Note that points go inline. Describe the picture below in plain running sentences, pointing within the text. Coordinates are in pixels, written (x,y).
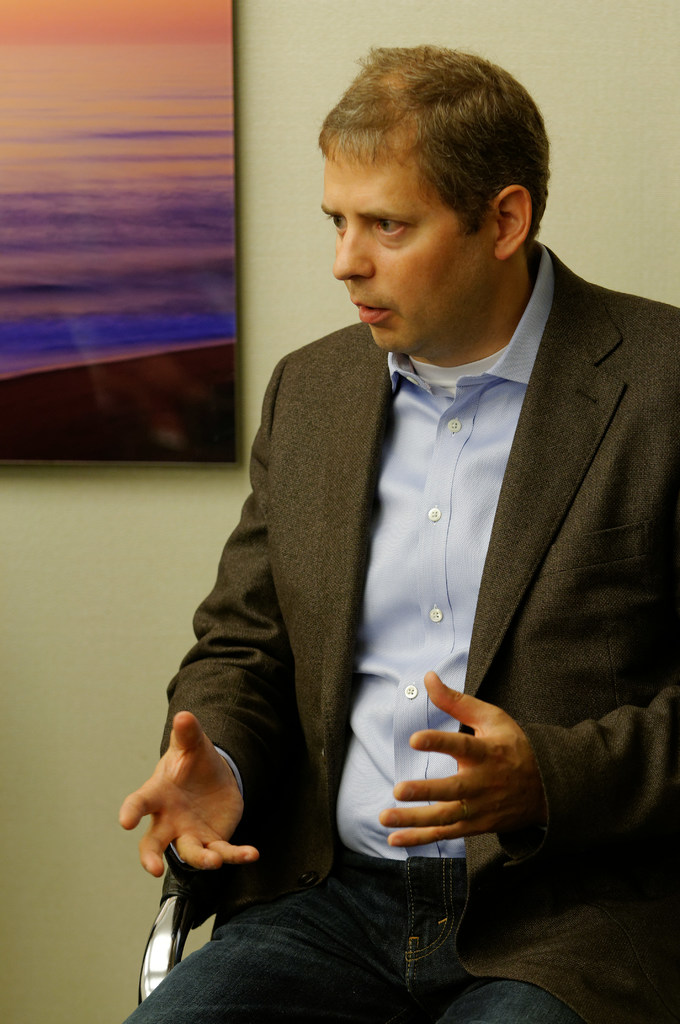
There is a man (459,471) sitting in the foreground area of the image (405,526), it seems like a frame (129,253) in the background (78,289).
